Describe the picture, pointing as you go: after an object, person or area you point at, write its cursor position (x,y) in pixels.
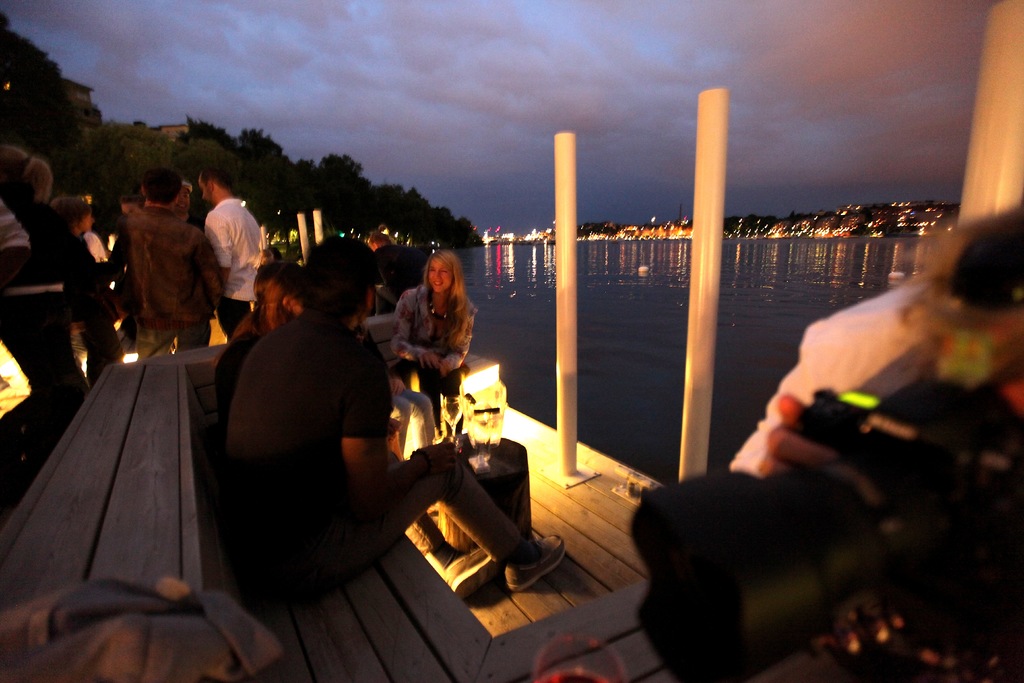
In this image, there are few people (365,390) sitting on the benches (415,529) and few people (56,378) standing. At the bottom right corner of the image (835,575), I can see a camera (885,496). There are trees (100,177), lights (913,213), water (803,267) and the poles (706,405) on a wooden platform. In the background (492,69), there is the sky (603,69).
